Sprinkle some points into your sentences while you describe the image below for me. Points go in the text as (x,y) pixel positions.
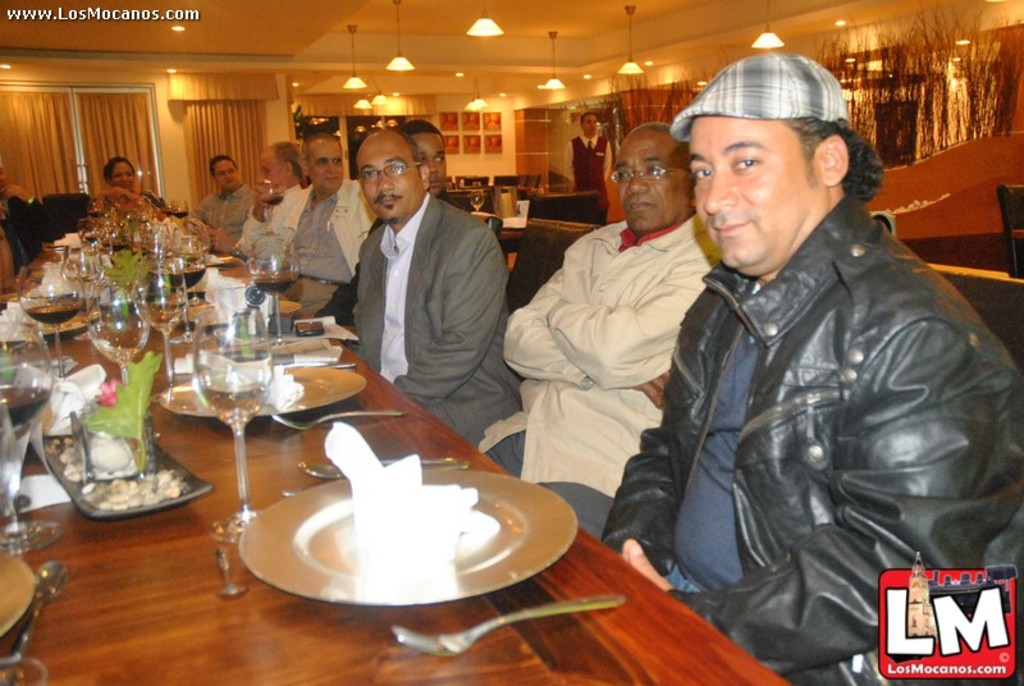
In this picture we can see a group of people (384,337) sitting on chairs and in front of them we can see plates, glasses (236,343), forks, tissue papers (403,513) and some objects (145,357) on the table (182,452) and in the background (108,126) we can see windows (186,116) with curtains (101,114), frames (450,145) on the wall (463,149), plants (969,72) and a man (573,149) standing.
